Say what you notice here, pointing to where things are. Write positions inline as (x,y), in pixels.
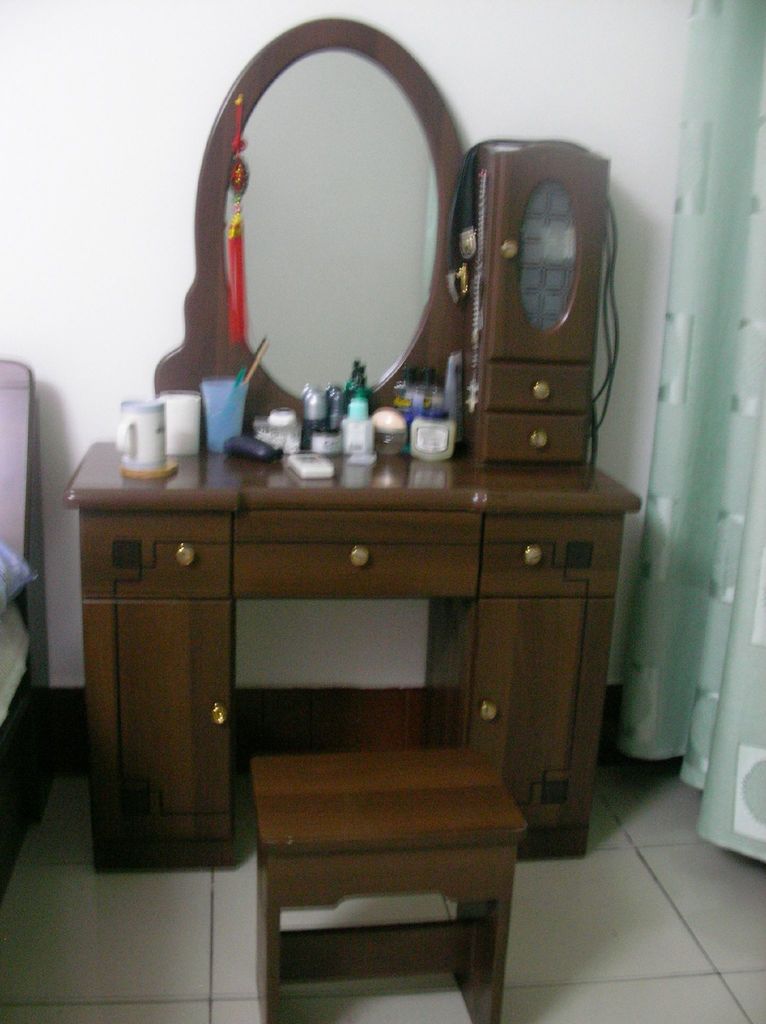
In the center of the image (306,544) we can see dressing table (130,662). On the table (339,454) we can see jars (421,452), bottles (354,447) and some objects (389,430). At the bottom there is stool (450,926). On the right side of the image (723,804) we can see curtain (723,804). In the background (633,84) there is wall (603,52).
